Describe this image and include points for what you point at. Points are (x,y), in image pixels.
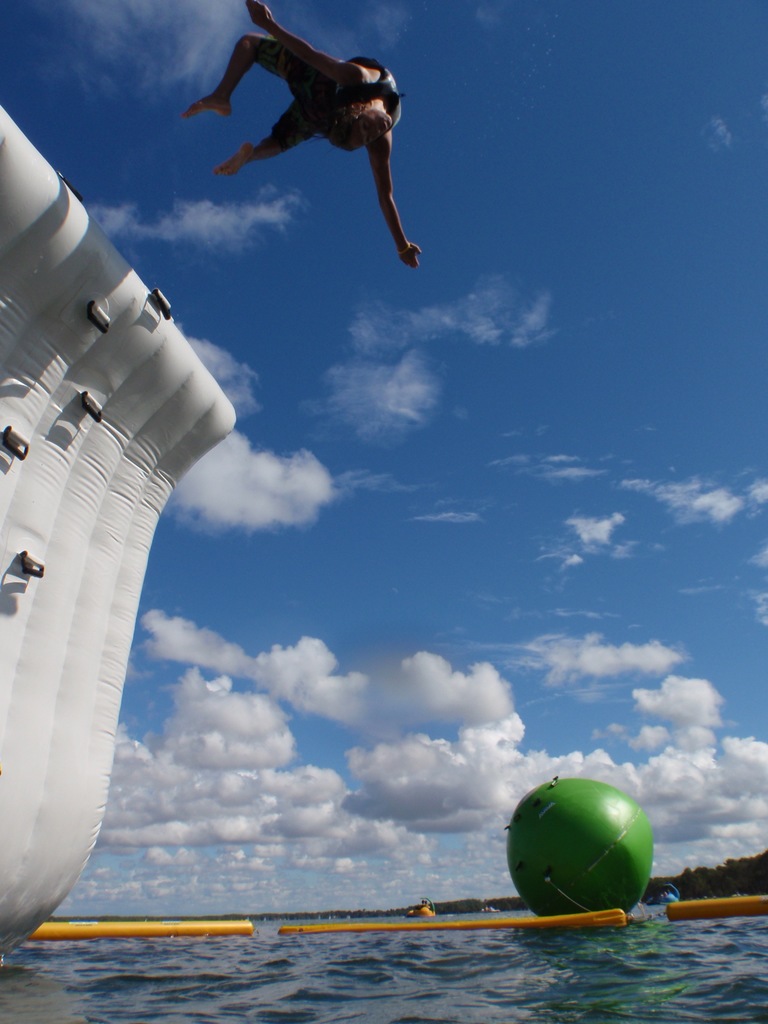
In this picture I can see water (457,973). I can see inflatable object (599,871). I can see clouds (478,732) in the sky (436,587). I can see man (359,87).
